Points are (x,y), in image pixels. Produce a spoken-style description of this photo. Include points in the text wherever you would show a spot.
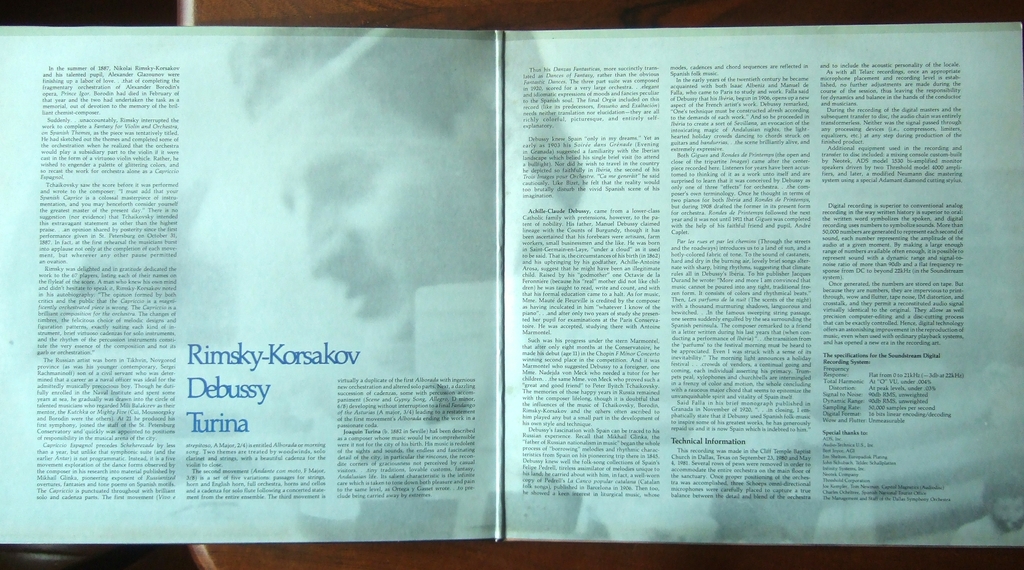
A picture of an open book (525,116) on the table (476,22). Something written on this papers (589,384).
